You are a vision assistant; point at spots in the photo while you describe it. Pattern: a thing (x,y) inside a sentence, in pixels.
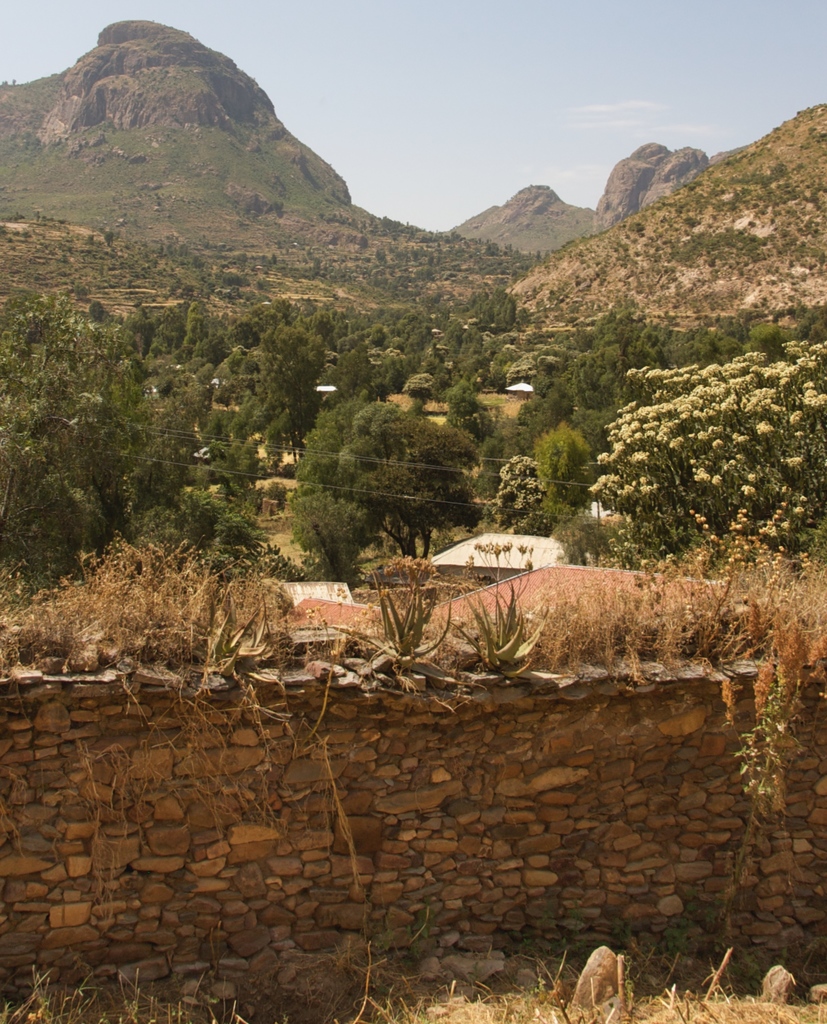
As we can see in the image, there are trees (340,353) all over here. On the top (211,185) there is a hill (218,145), sky (473,124). In the front (679,815) there is a rock wall (491,767).
